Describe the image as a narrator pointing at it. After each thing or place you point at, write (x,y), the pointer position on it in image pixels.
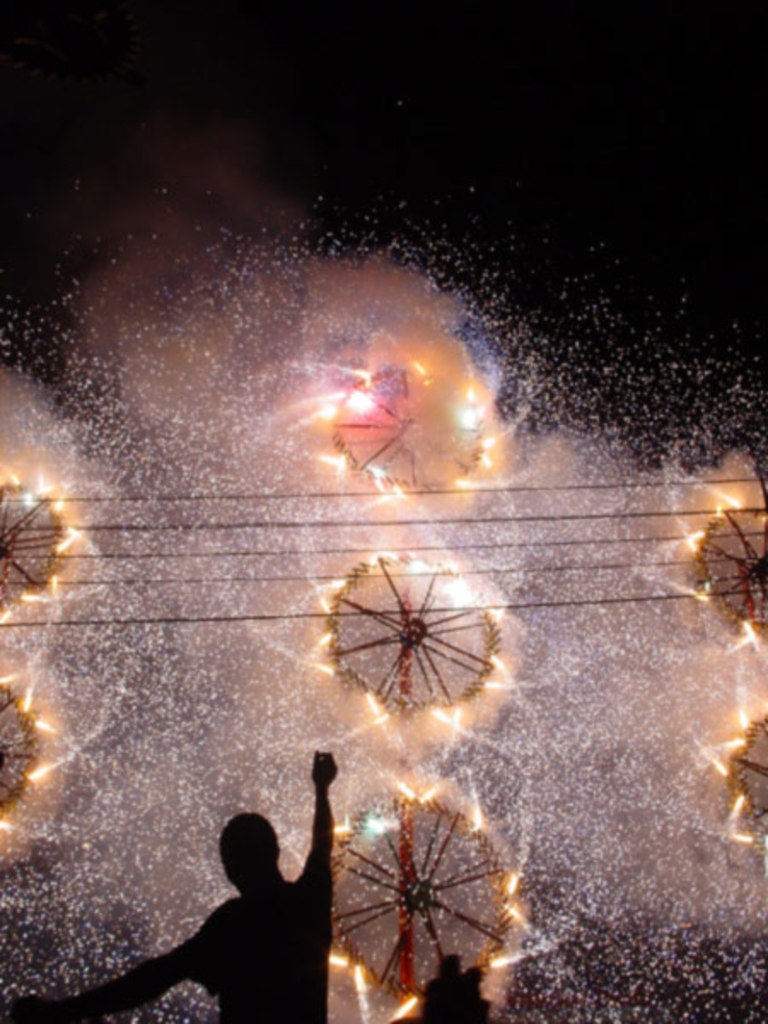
In this image, I can see the fireworks (380,615) and wires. At the bottom of the image (267,955), there is a person (262,979). The background (88,143) is dark.
